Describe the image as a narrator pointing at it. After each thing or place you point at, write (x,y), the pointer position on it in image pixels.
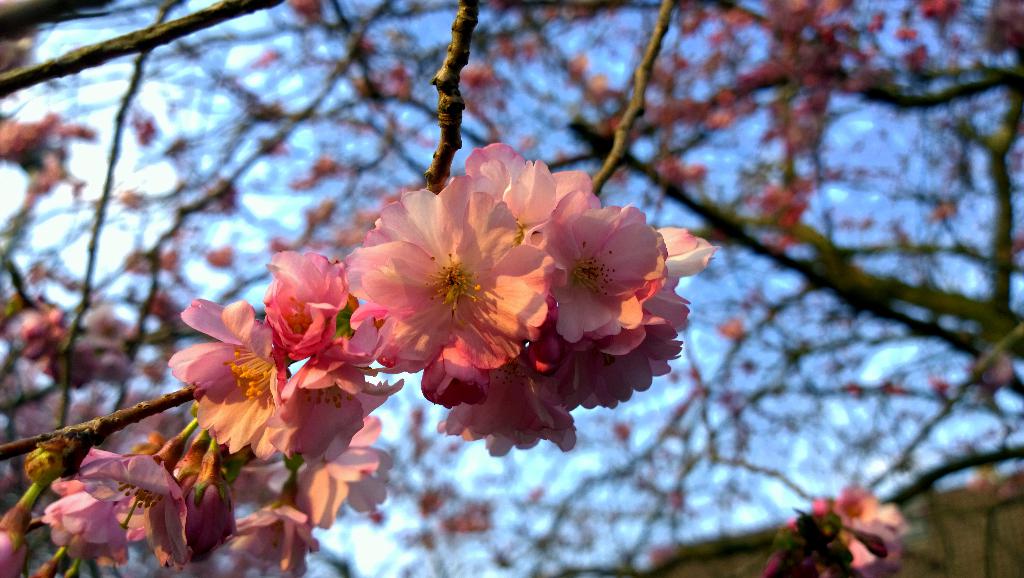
In this image we can see some flowers (353,423) and stems (23,443). In the background of the image (778,129) there is a blur background (421,139).
